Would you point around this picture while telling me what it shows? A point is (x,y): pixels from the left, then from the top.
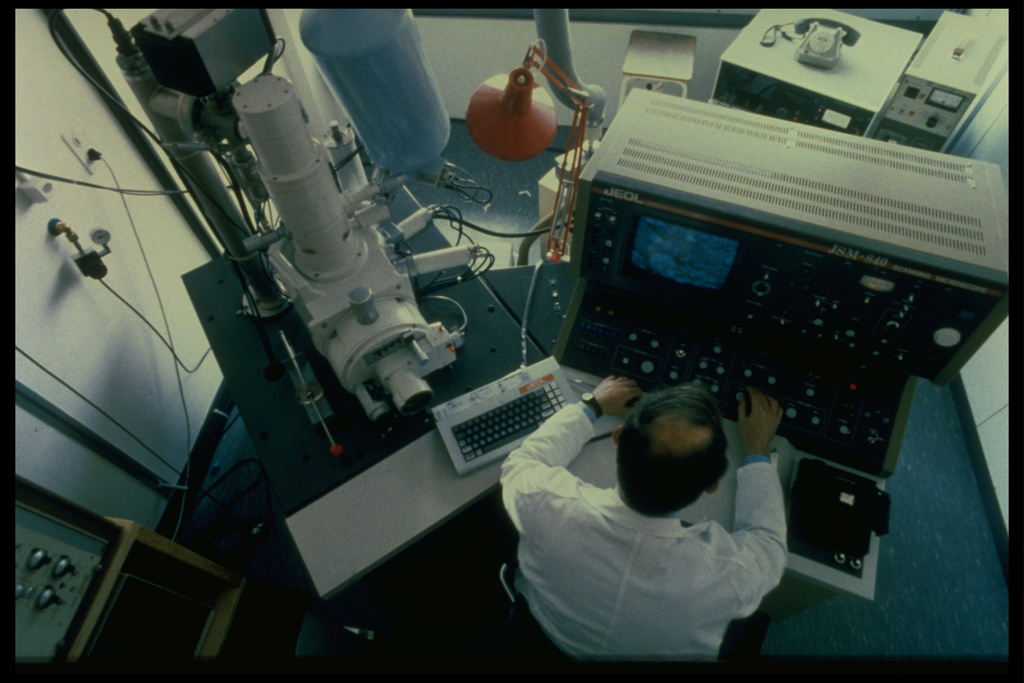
This picture shows a man (564,512) seated on the chair (556,637) and we see a monitor (678,258) and a keyboard (457,456) on the table (469,364) and we see a telephone (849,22) and a stand light (490,148) and few machines (280,211) and we see a man (563,557) operating the machine (759,343).
